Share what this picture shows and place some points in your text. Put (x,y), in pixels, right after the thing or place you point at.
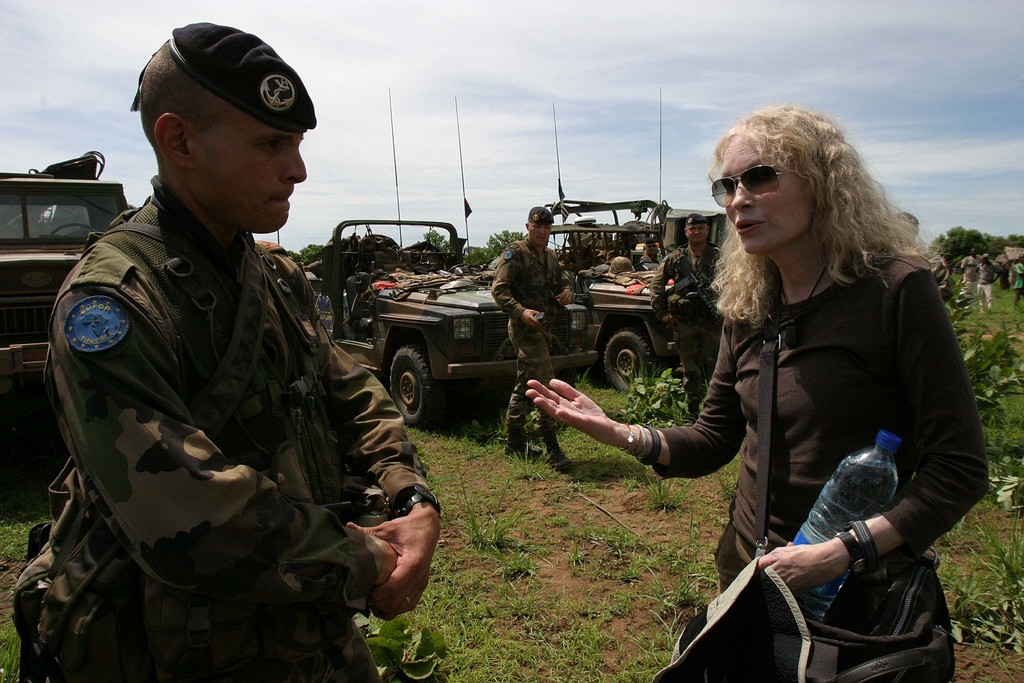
In the foreground (490,624) we can see a man (171,505) and a woman (785,553) and there is grass (485,578). In the middle of the picture (447,238) there are vehicles (603,246), people (519,282), plants (1014,330) and other objects (423,257). At the top (350,74) there is sky (676,13).
